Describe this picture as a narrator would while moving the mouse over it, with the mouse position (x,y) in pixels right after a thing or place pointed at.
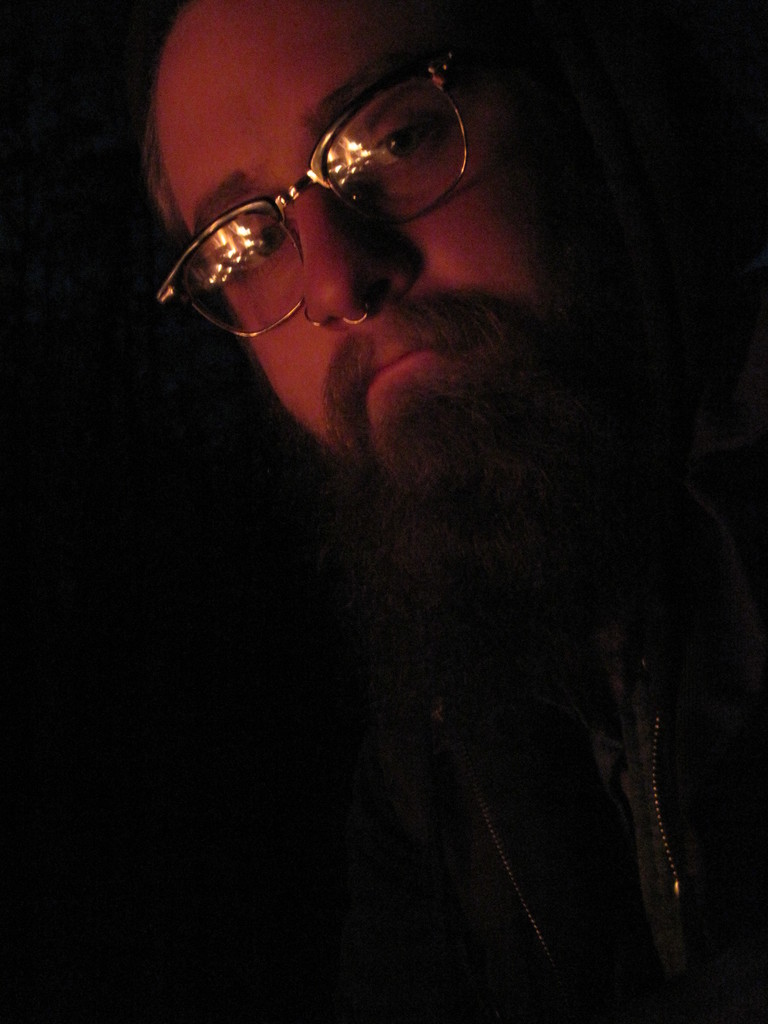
This describe about close view of the men (442,243) wearing specs (258,222) with big beard (408,516) is giving a pose into the camera.
